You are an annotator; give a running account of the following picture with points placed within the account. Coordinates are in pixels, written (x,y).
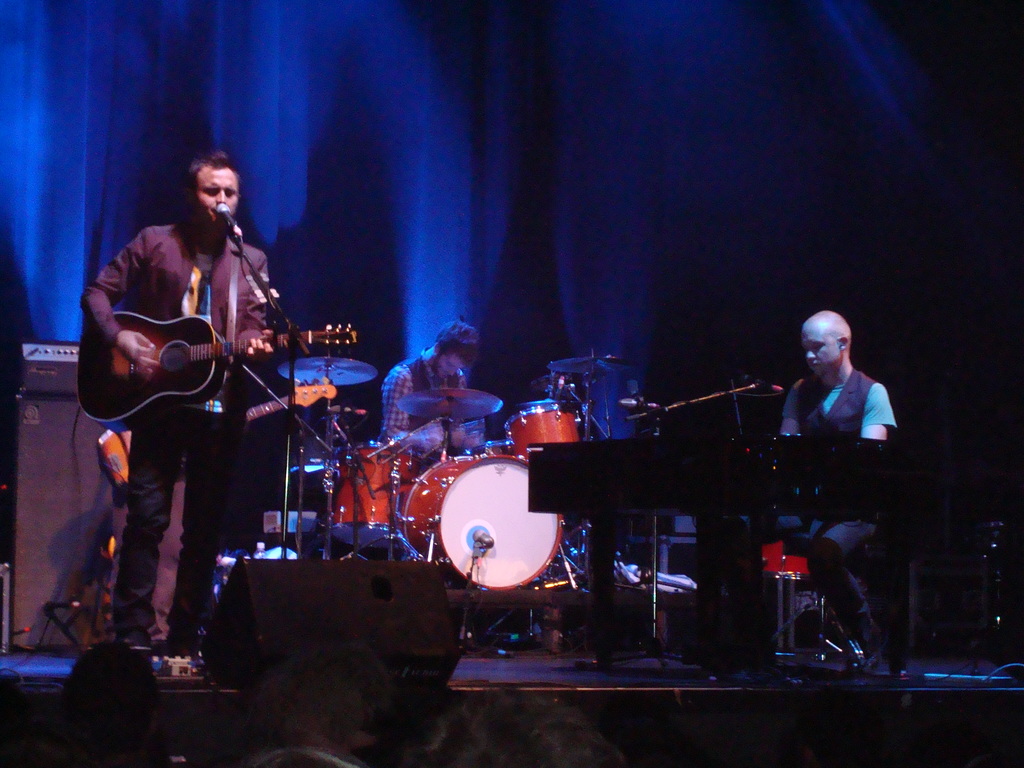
a person (178,267) at the left (177,297) is wearing guitar (231,349) and a person (819,404) at the right (824,417) is playing keyboard (765,446). at the back (436,367) there is a person (439,363) playing drums (435,494).
